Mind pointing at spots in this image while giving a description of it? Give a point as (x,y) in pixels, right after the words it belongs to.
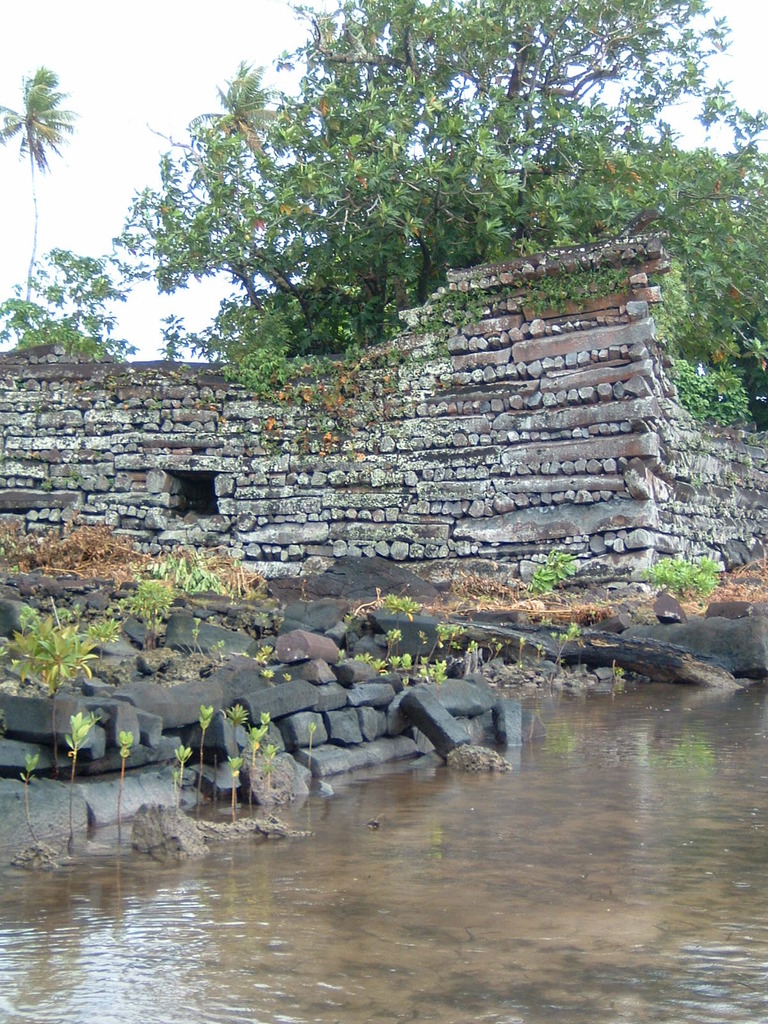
In this image we can see the pond (668,864) and there are some plants (62,569) and rocks (721,626) and we can see the stone structure (585,424) in the background (33,402) and there are some trees (413,204). We can see the sky (293,90) at the top (48,60).
